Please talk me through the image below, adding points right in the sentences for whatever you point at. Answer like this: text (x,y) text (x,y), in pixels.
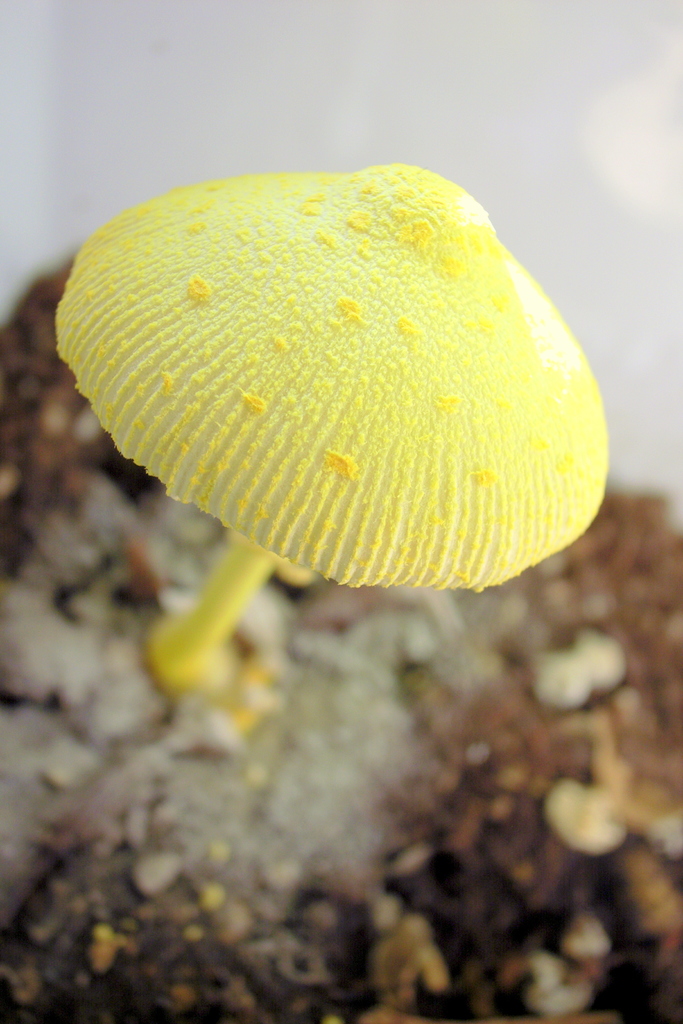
In this image I can see a mushroom (163,230) in yellow color and I can see blurred background (17,46).
